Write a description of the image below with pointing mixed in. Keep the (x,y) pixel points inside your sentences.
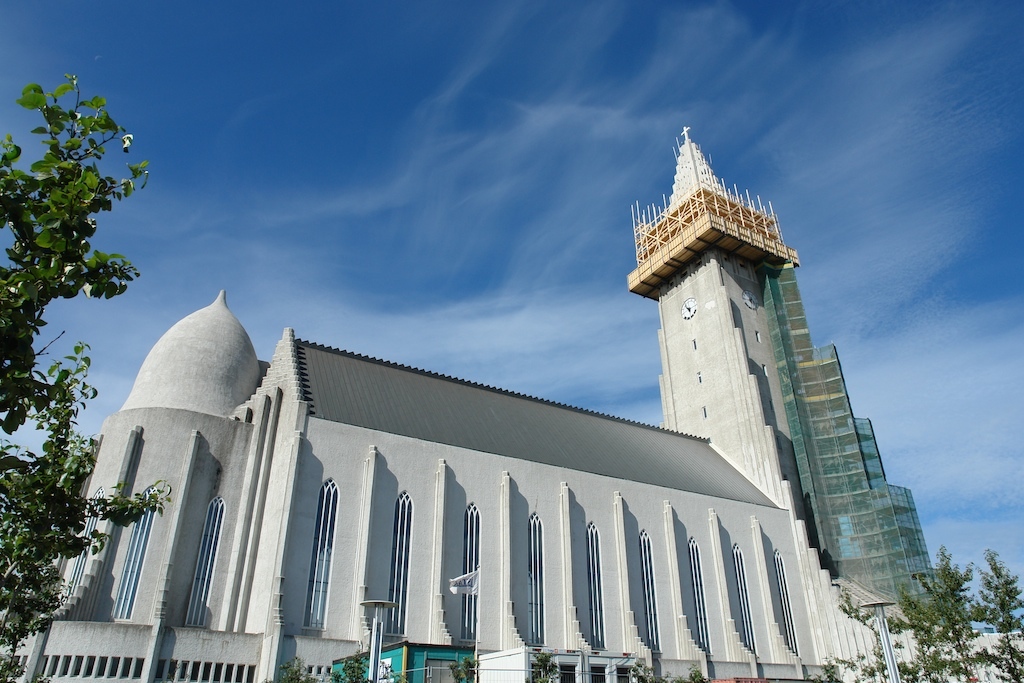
In this image we can see a building (756,564), trees (1008,652), poles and other objects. In the background of the image (878,25) there is the sky (592,132). On the left side of the image (85,171) there is a tree (3,164).
